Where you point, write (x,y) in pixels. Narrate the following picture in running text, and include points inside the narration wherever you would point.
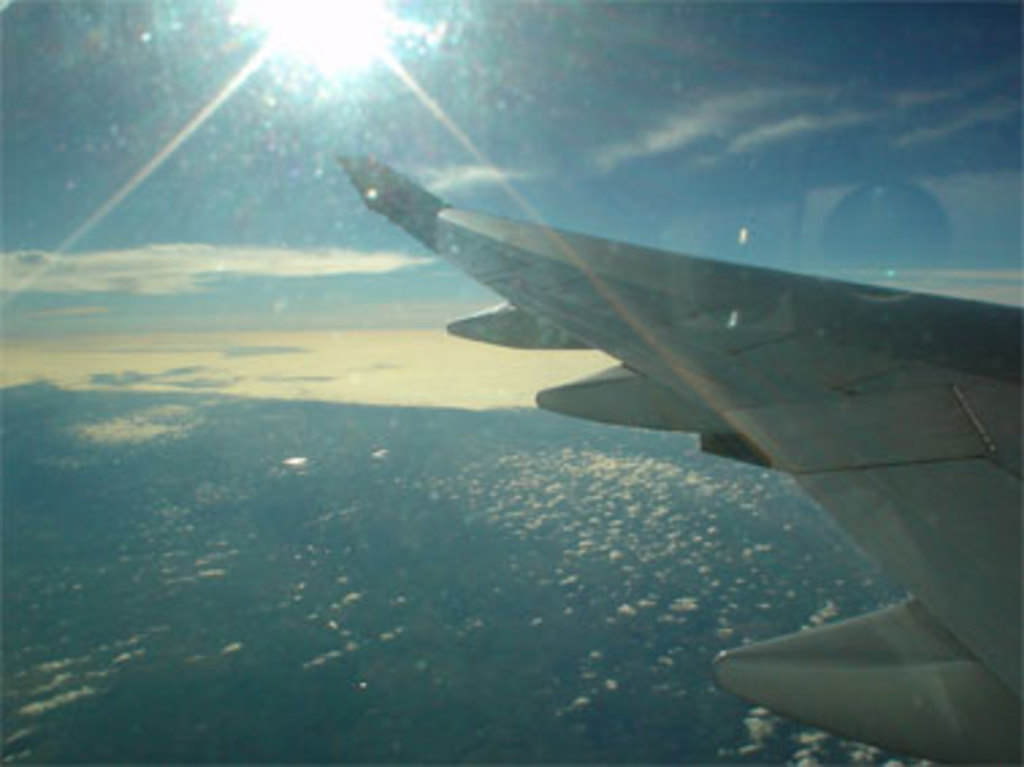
The image is taken from an airplane (676,354). In the foreground (861,385) we can see wing (826,366) of the airplane (911,531). At the bottom (409,540) it is aerial view of city (469,516) might be a forest (32,437). In the sky (162,58) it is sun (294,42) shining.
